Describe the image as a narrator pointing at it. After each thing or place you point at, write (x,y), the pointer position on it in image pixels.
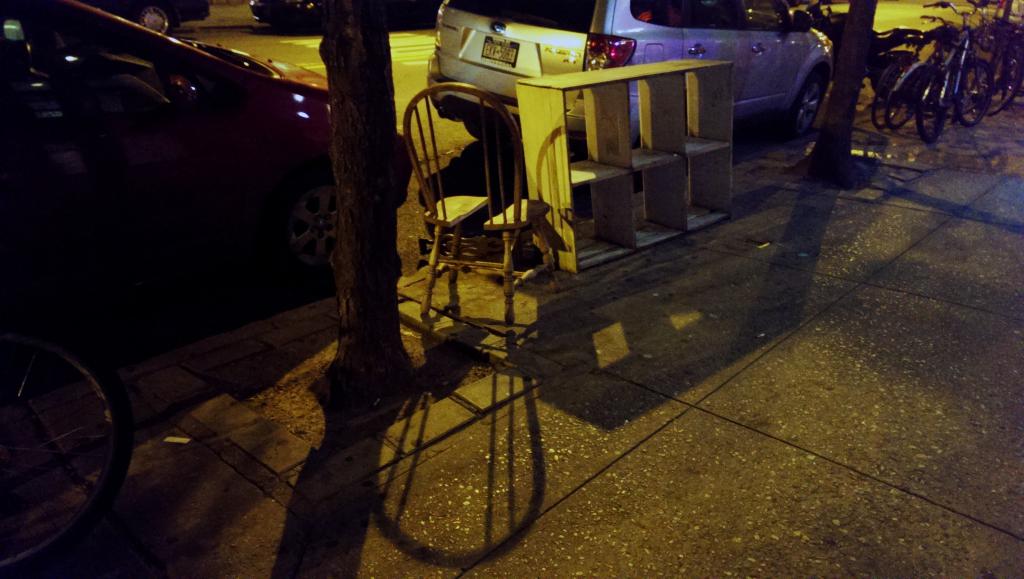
In this image, we can see vehicles (285,108) on the road (427,143) and there is a chair (537,215) and we can see a stand (663,165) and there are tree trunks (368,241) and bicycles (919,120).
